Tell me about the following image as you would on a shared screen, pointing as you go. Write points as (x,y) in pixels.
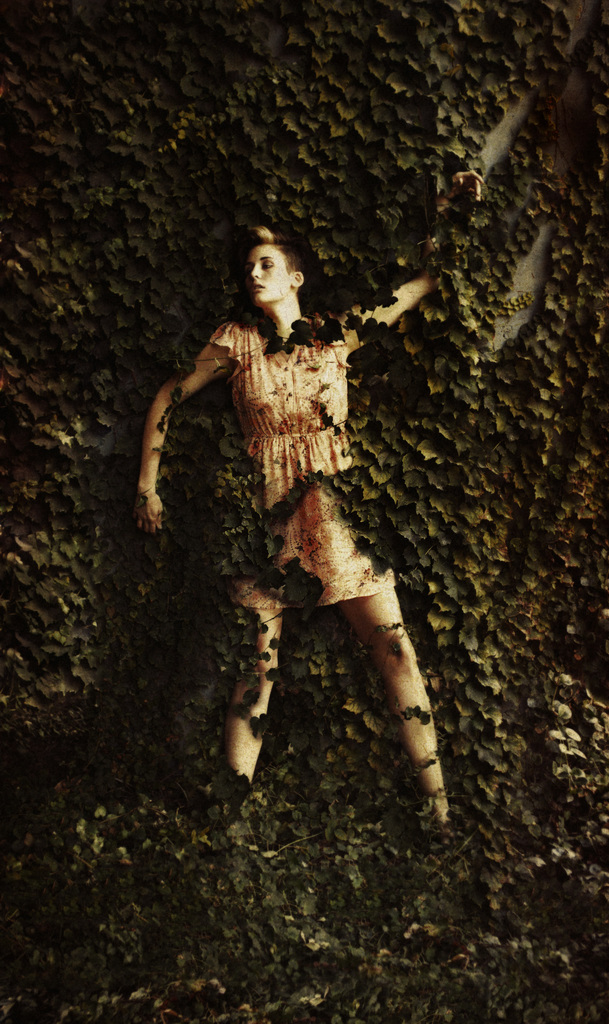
In this image there is a woman (281,489) wearing a frock (323,548) and some part of the woman (342,466) is covered with leaves (234,551). The background of the image (592,292) is fully covered with leaves (108,622).
